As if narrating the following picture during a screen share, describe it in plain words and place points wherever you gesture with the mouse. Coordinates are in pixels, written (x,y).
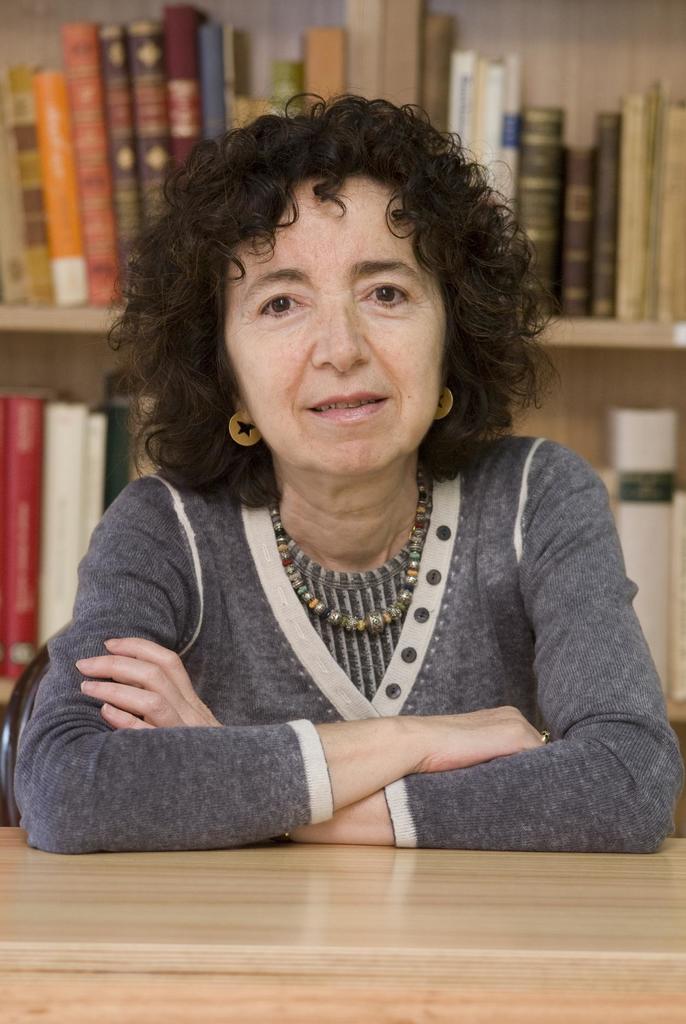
In front of the picture, we see the woman (225,575) in the grey t-shirt (246,580) is sitting on the chair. She is smiling. I think she is posing for the photo. In front of her, we see a table (370,916). Behind her, we see a rack (264,24) in which books (155,185) are placed. This picture might be clicked in the library (70,490).
